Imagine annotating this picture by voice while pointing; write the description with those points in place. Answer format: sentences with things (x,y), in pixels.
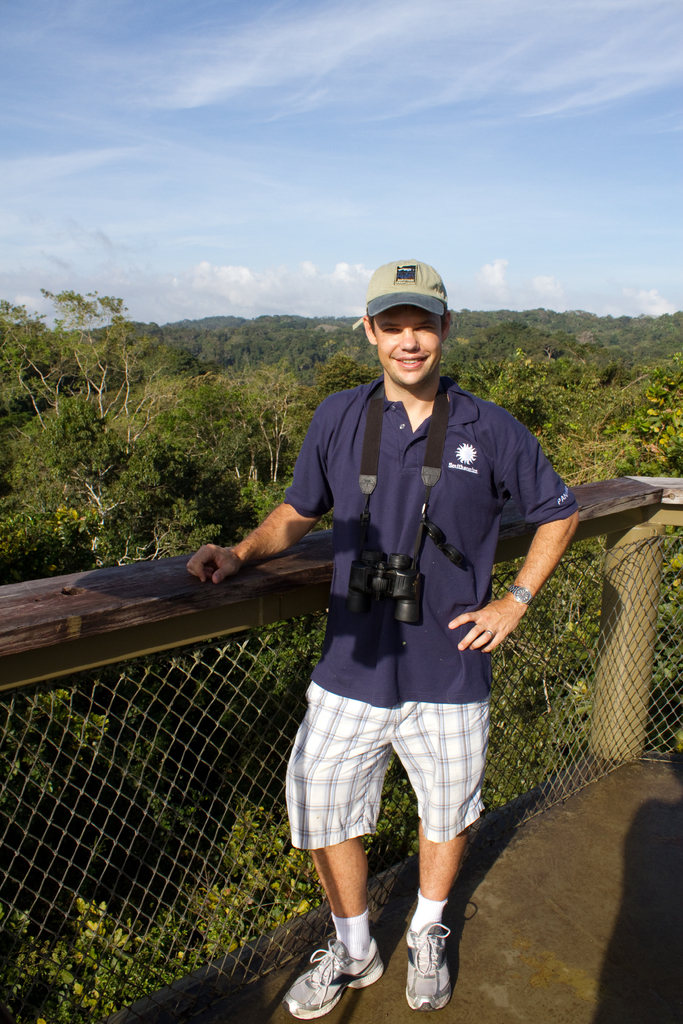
In this image there is a person (443,972) standing on the floor (466,905) which is having fence (118,839). He is having binoculars (368,584). He is wearing cap (406,299), shoes (355,974). Behind the fence (34,595) there are few trees (296,380) on the land (186,381). Top of the image (282,240) there is sky (304,236) with some clouds (228,280).
